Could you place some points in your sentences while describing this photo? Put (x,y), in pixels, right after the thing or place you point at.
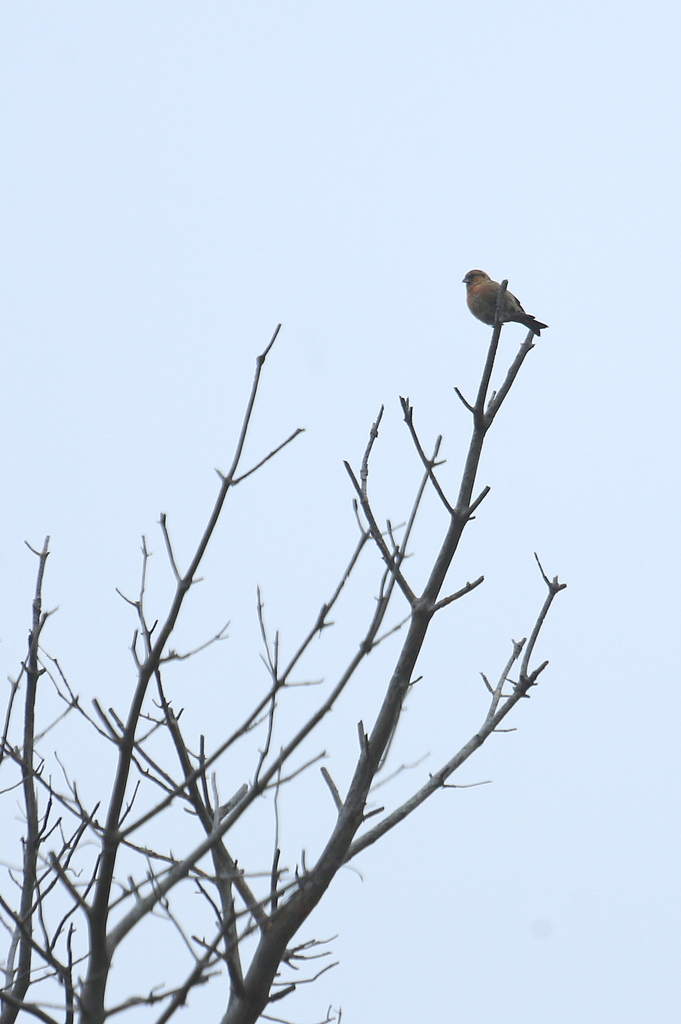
In this picture there is a bird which is standing on the tree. In the background (576,673) we can see sky (593,632) and cloud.
